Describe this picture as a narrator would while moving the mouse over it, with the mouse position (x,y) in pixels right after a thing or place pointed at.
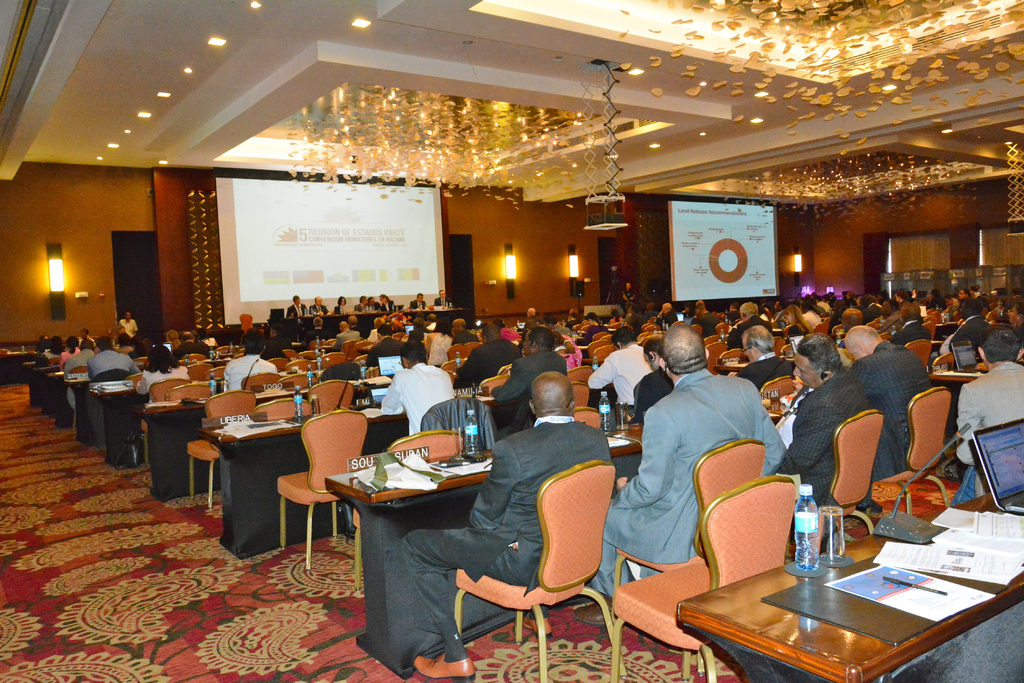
In this image I see number of people (182,377) sitting on the chairs (188,394) and there are tables (958,670) in front of them and there are few things (425,479) on it. I can also see there are 2 screens (247,301), lights (507,250) on the wall (637,248) and the ceiling (621,144).
